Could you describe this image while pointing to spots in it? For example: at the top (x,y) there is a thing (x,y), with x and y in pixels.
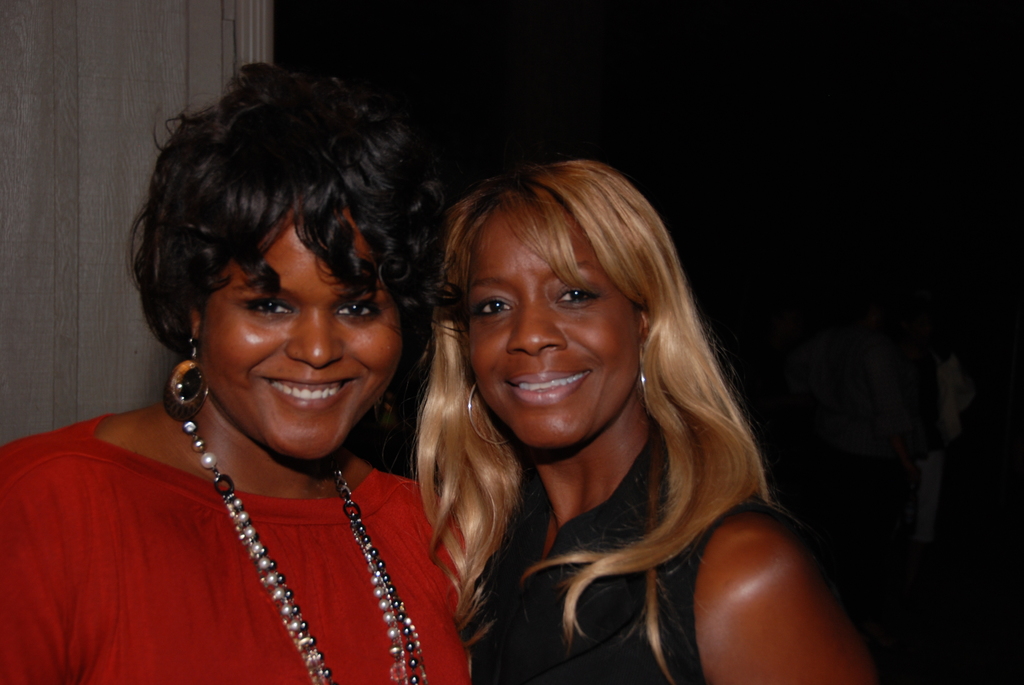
In this picture I can see two persons (626,414) smiling, and there are persons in the dark background.
